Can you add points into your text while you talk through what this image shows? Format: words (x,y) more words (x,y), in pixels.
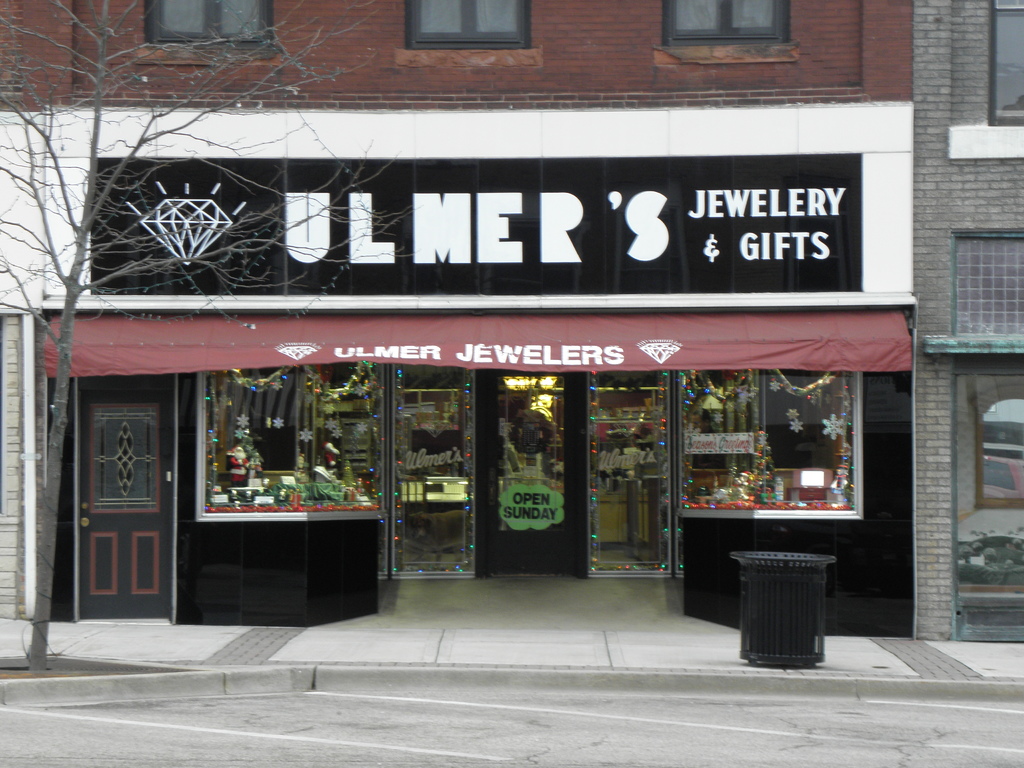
In this image I see buildings (987,217) on which there are windows (987,311) and I see a store (332,293) over here and I see the board (404,242) on which there is something written and I see the logo (196,231) over here and I see the path (298,697) and I see a tree (50,517) over here and I see the black color thing (822,581) over here and I see the decoration (308,430) on the glasses (640,414).
